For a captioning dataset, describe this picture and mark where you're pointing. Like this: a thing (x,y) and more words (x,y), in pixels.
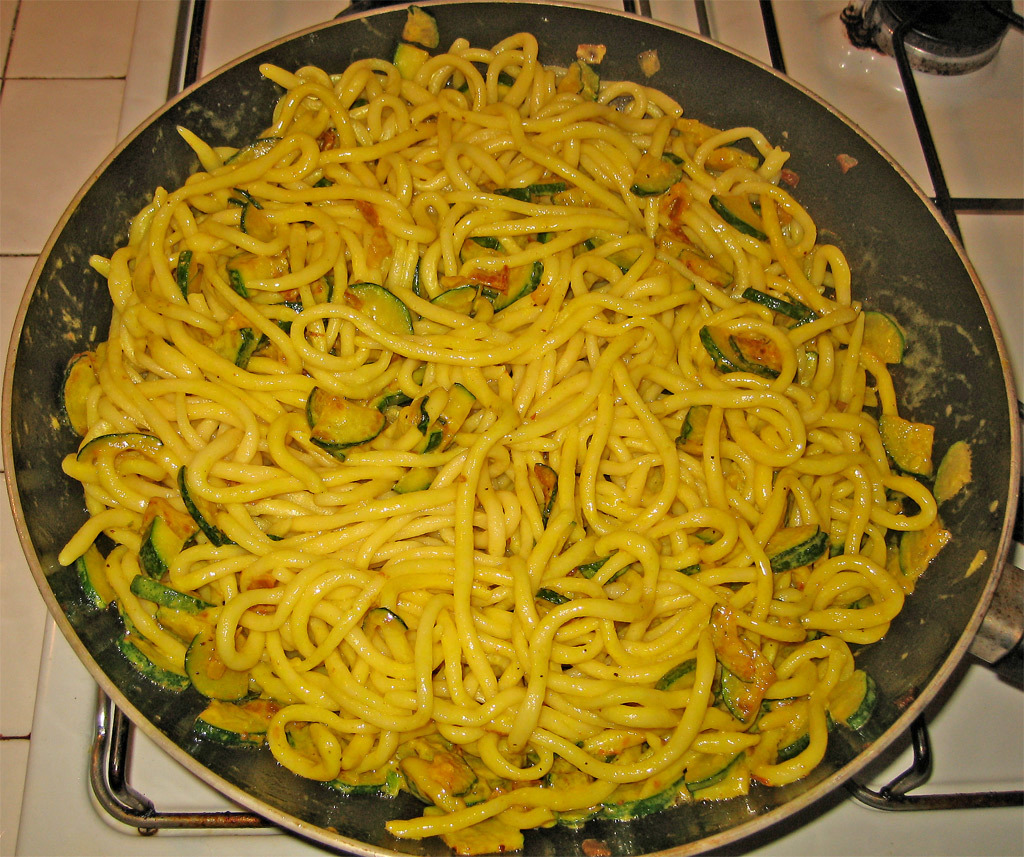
In this image there is a pan (912,244) on the stove (932,194). In the pan (896,228) there are noodles (597,384).
